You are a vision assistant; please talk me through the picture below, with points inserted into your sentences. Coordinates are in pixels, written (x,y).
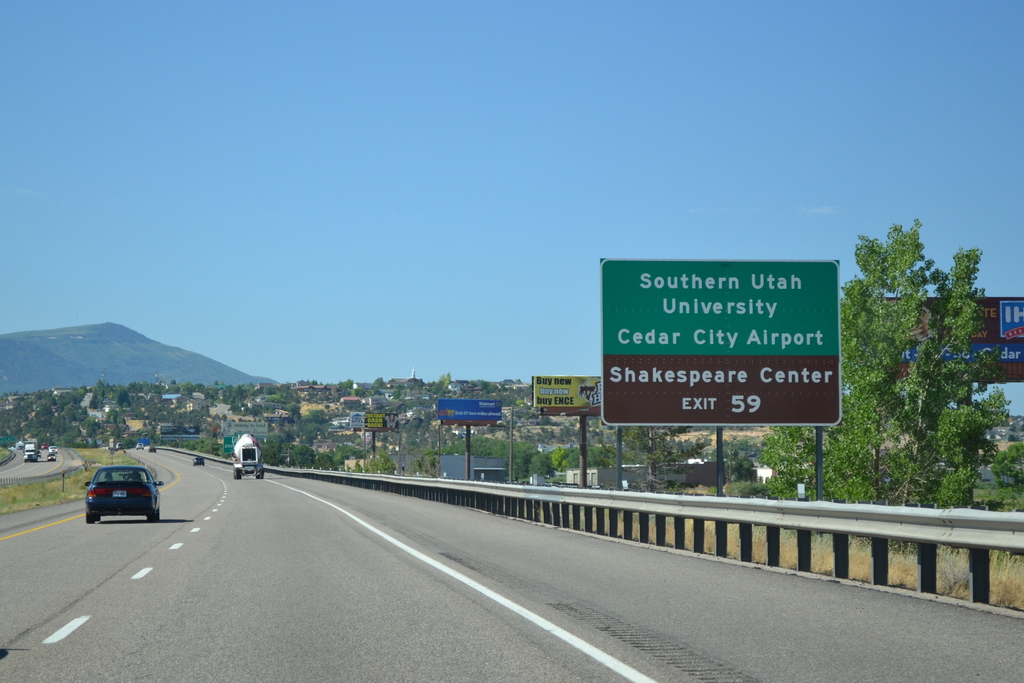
In this image I can see few vehicles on the road (336,606) and I can see few boards (738,413) attach to the pole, few trees (14,423) in green color. In the background (136,344) I can see the mountain (143,343) and the sky (391,212) is in blue color.
